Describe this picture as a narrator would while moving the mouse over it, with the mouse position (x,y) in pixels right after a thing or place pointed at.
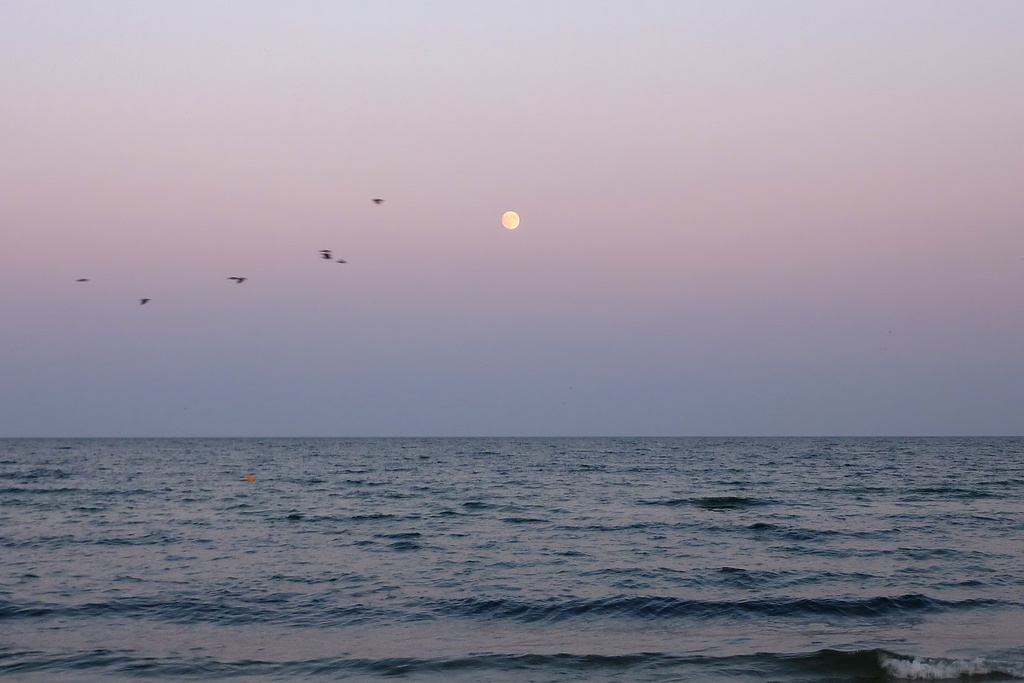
There are birds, this is water (642,471) and a sky (566,233).
